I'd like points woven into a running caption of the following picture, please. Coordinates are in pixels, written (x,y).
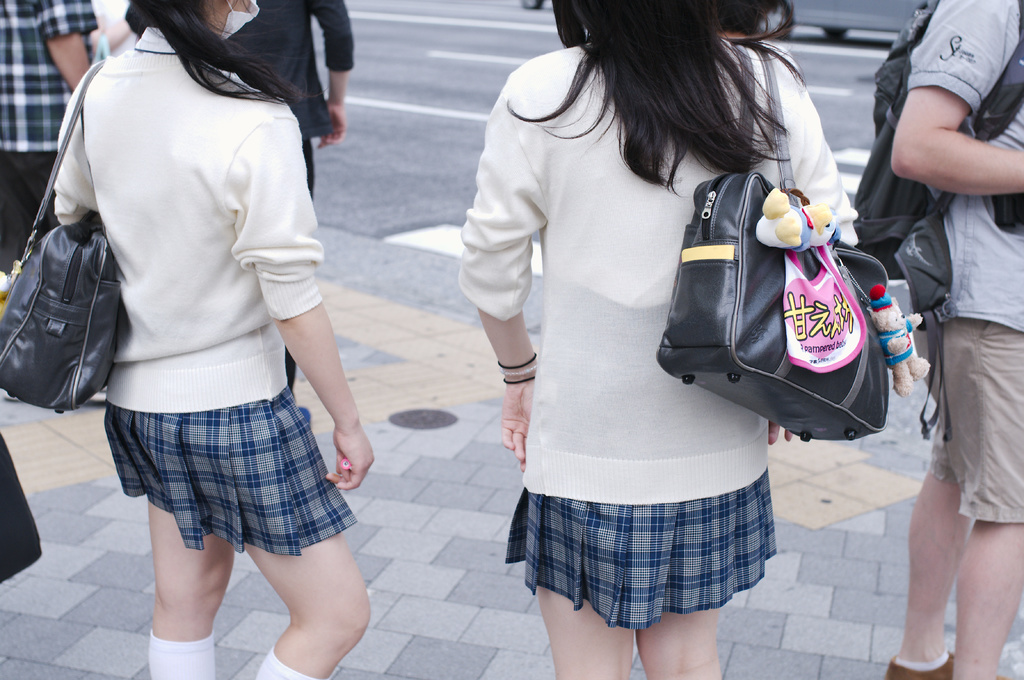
In this image there are five persons (254,170) standing, the persons (649,262) are wearing bags (91,320), there is road (444,47) towards the top of the image (449,32), there is an object (813,16) towards the top of the image (830,14), there is ground (472,553) towards the bottom of the image (455,614), there is an object (32,542) towards the left of the image (30,517).
